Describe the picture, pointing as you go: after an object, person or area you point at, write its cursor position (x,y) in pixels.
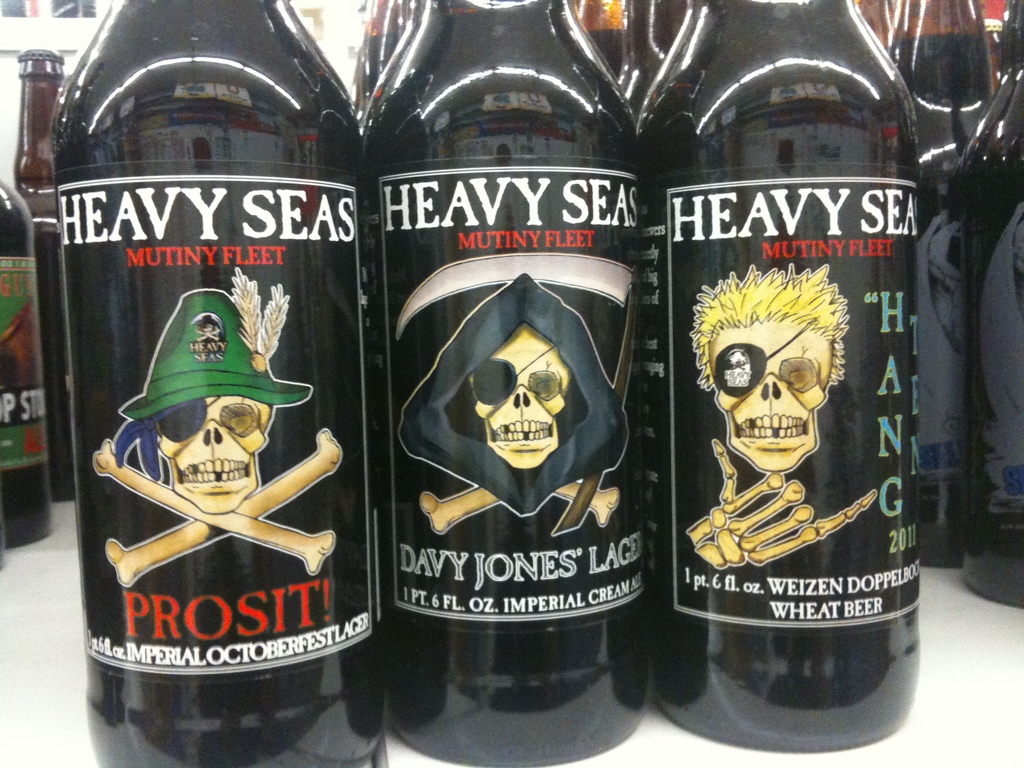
These are the bottles (459,536) with labels (413,535) on it.
